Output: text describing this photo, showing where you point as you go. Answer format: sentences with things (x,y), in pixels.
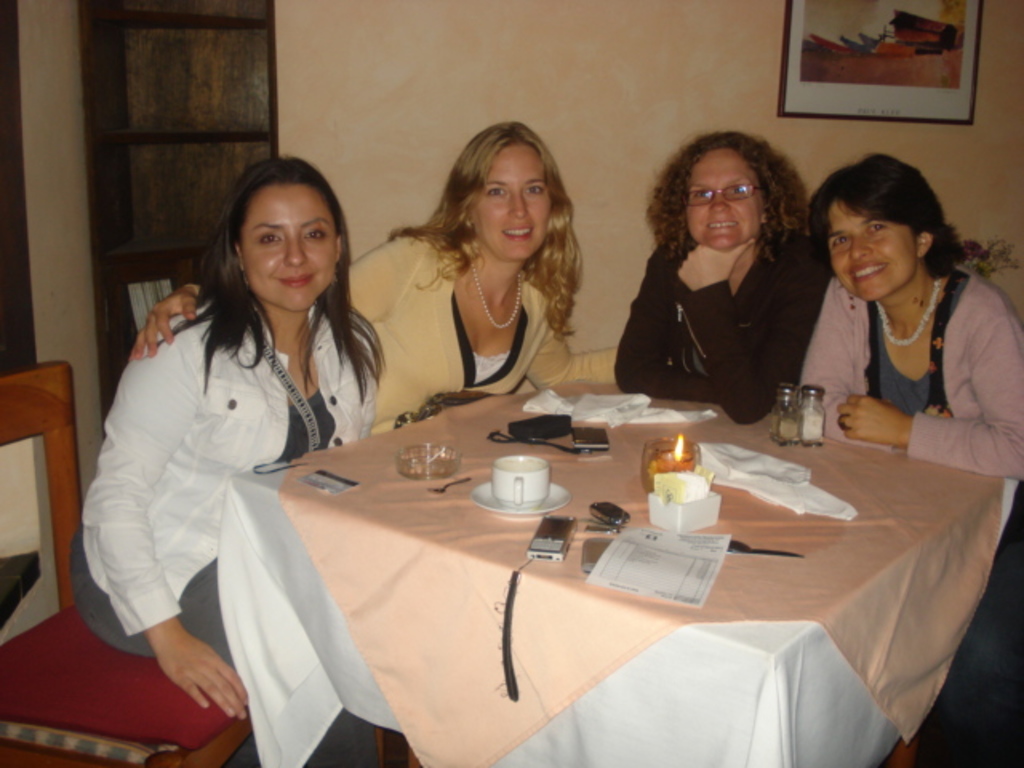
In the center (450,328) we can see four persons (546,327) were sitting on the chair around the table (739,598) and they were smiling. On table (459,549) we can see cup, saucer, ipod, paper (665,576), candle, napkin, phone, box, spoon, card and bottle (822,420). In the background (378,76) there is a wall (719,97), photo frame (843,75) and door (169,131).
